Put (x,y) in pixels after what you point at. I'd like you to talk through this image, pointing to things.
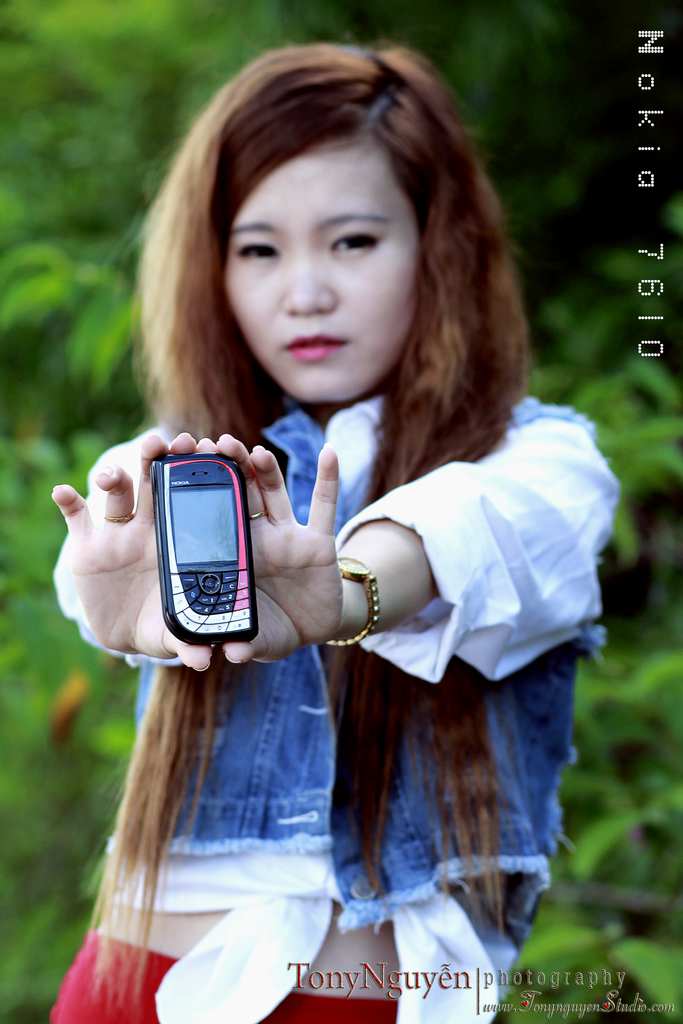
A girl (433,370) with the blue jacket (270,770) and a white shirt (474,514) is holding a mobile phone (211,541) in her hand (270,570). To her left hand (337,576) there is a watch (366,589). In the background (190,75) there are some trees (677,404).
